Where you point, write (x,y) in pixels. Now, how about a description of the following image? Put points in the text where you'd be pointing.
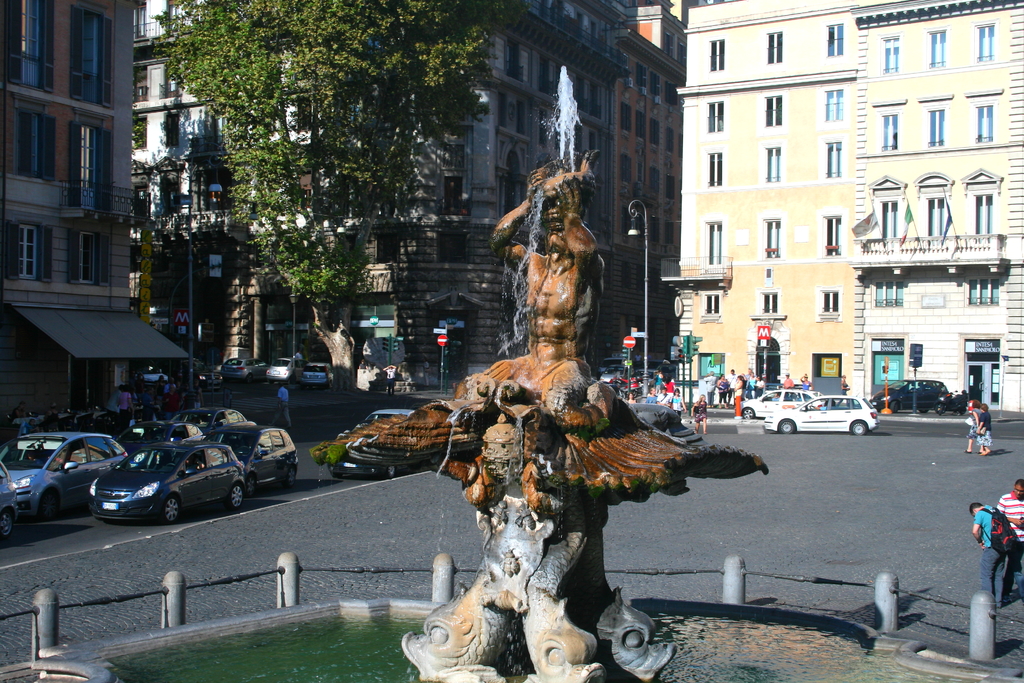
This is the picture of a city (745,72). In this image there are buildings (718,243) and trees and there are street lights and there are boards (758,328) on the poles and there are vehicles (52,479) on the road (755,565) and there are group of people (1017,500) walking on the road (356,554). In the foreground (582,302) there is a fountain (573,650) and there is a statue (537,666). At the bottom (409,540) there is a road (391,537) and there is water (318,659).
